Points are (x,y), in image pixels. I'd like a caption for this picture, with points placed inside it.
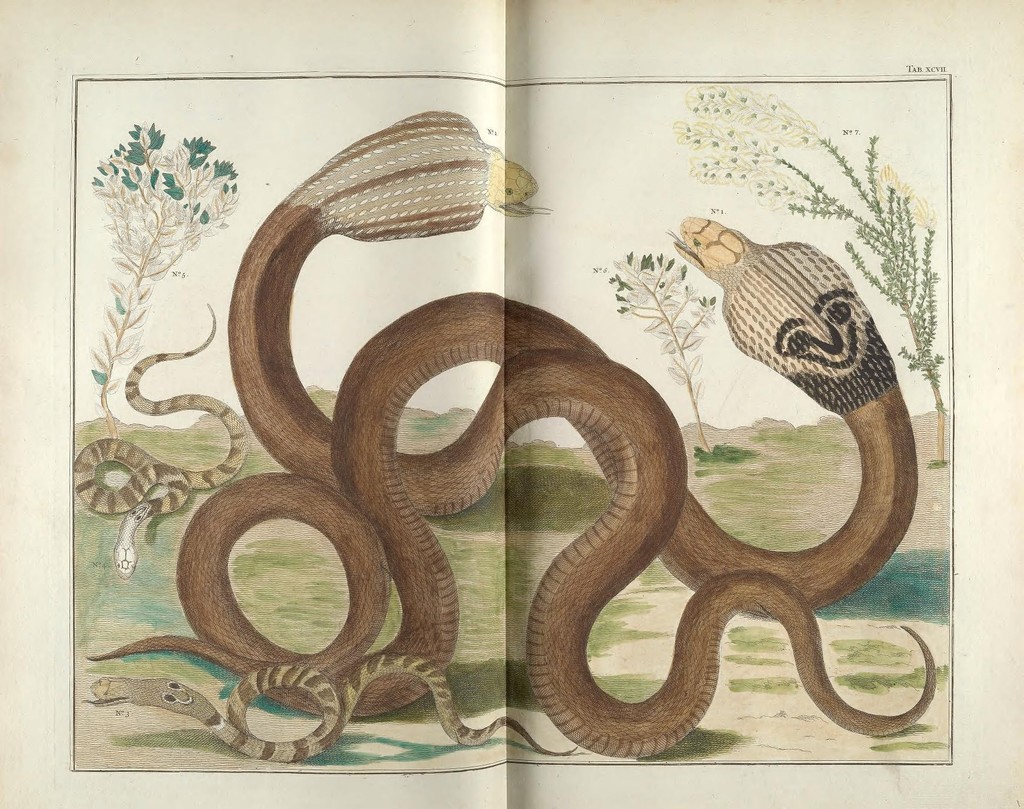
This is a cartoon poster. In this we can see 4 snakes (182,502). Far there are trees (830,150), grass (460,545).
